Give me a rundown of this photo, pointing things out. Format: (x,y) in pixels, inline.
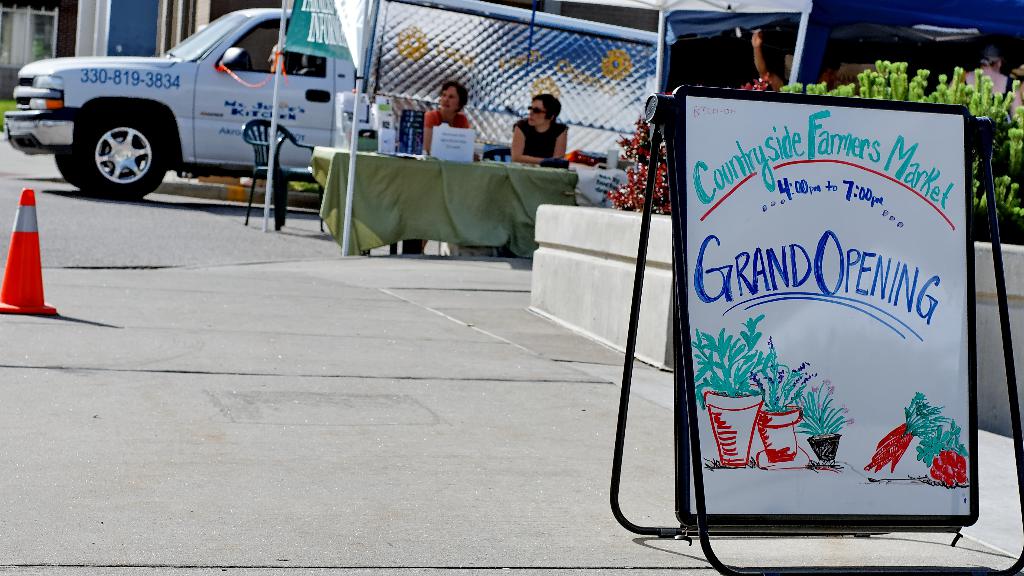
In this image we can see on the right side (704,367) we can see texts (875,136) and drawings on a board (804,199) on the road (386,307). In the background (277,121) we can see a traffic cone (34,247), vehicle (133,156), few persons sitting on the chairs (484,157) at the table (474,162), objects (362,138) on the table (357,223), plants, tent (816,52), poles (797,56), wall (85,31), windows (25,21) and few persons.
